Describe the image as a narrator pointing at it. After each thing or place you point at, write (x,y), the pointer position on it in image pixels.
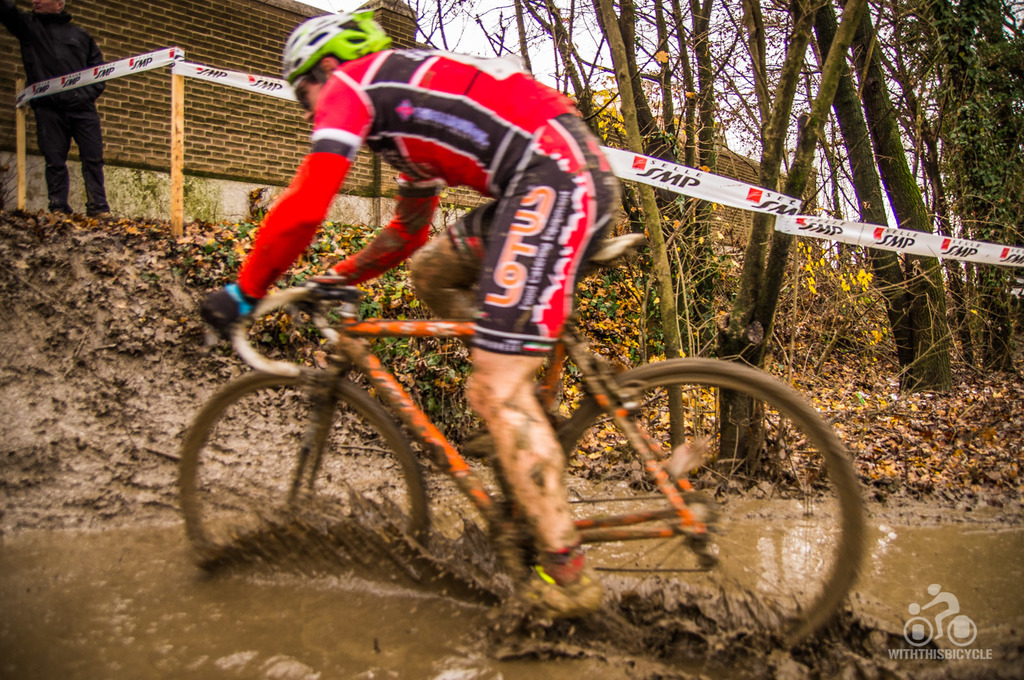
In this picture there is a boy (537,279) who is cycling on the water (565,632) in the image and there are trees (936,125) and a house (356,181) in the background area of the image (873,192), there is a man (56,97) in the top left side of the image (99,90).
